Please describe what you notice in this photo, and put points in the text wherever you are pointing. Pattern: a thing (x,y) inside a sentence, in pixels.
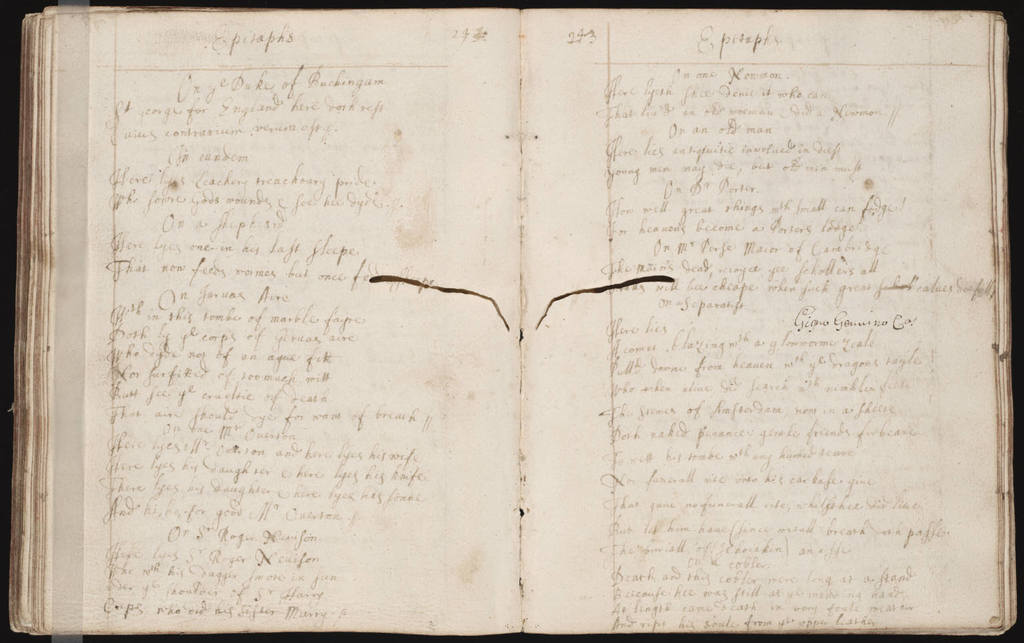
There is a book (783,101), which is opened. On the two pages (213,336) of this book (254,310), there are texts (175,537). The background (12,45) is dark in color.
